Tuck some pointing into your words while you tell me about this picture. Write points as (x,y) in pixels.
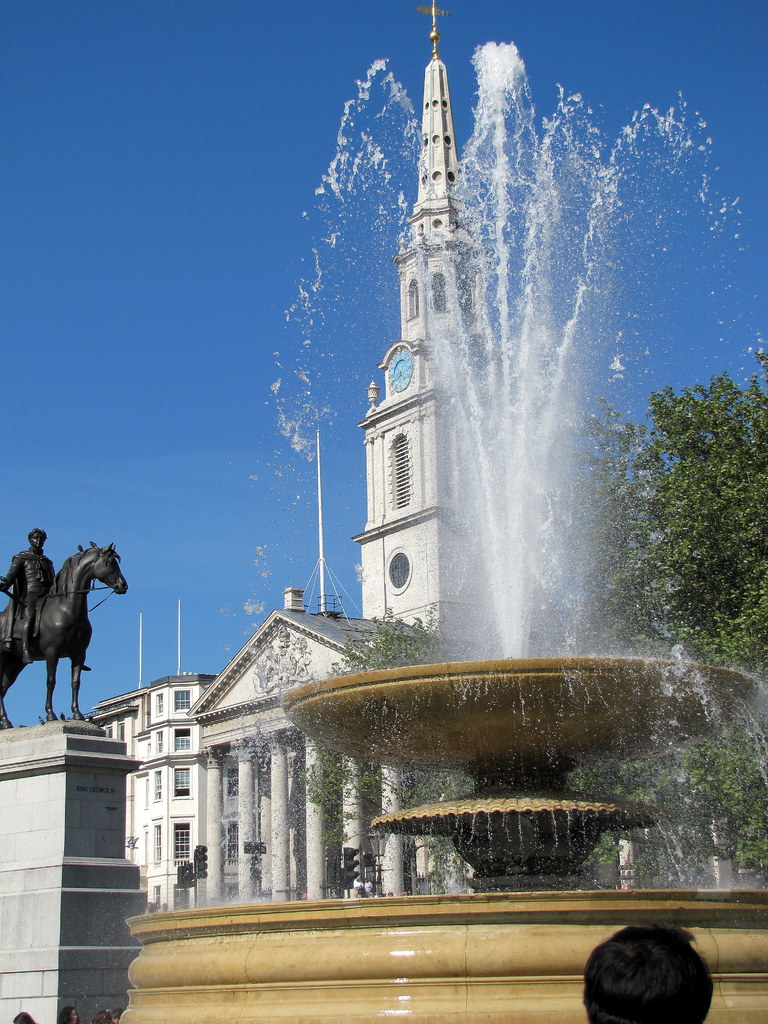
In this image there is a fountain (319,725) behind that there is a tree (766,559), building (241,749) and sculpture (67,589) of man (43,587) sitting on the horse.
